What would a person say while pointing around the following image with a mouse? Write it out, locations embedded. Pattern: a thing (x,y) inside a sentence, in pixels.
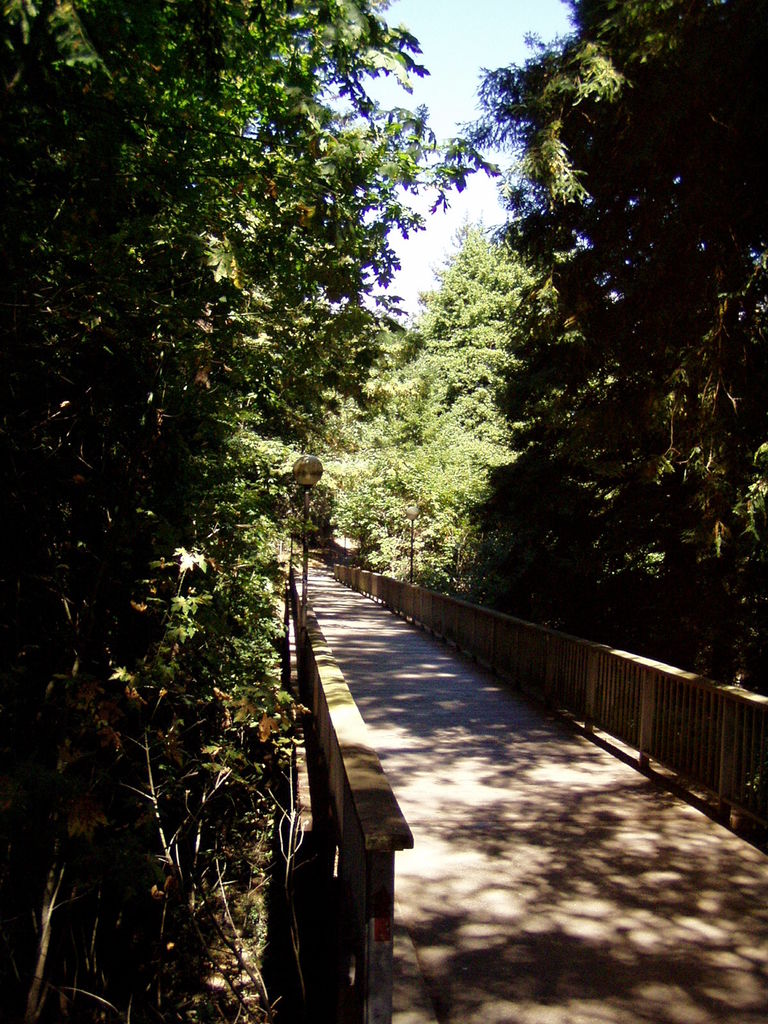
In the foreground of this image (460,719), there is a bridge (381,617) and on either side, there are trees (294,476) and poles (307,560). On the top (465,29), there is the sky (465,29).
